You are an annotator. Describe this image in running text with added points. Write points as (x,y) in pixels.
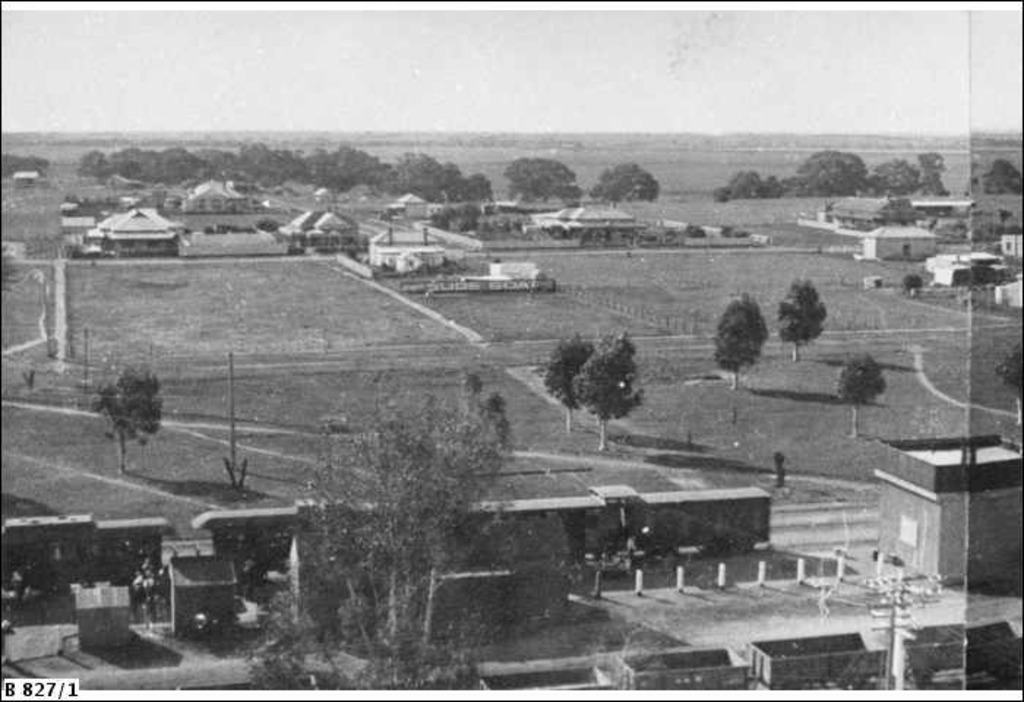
Here we can see a black and white image, there is a train (594,528) here, we can see some houses (418,249) here, in the background (819,178) there are some trees (844,178), we can see the sky (535,93) at the top of the picture (536,91).
